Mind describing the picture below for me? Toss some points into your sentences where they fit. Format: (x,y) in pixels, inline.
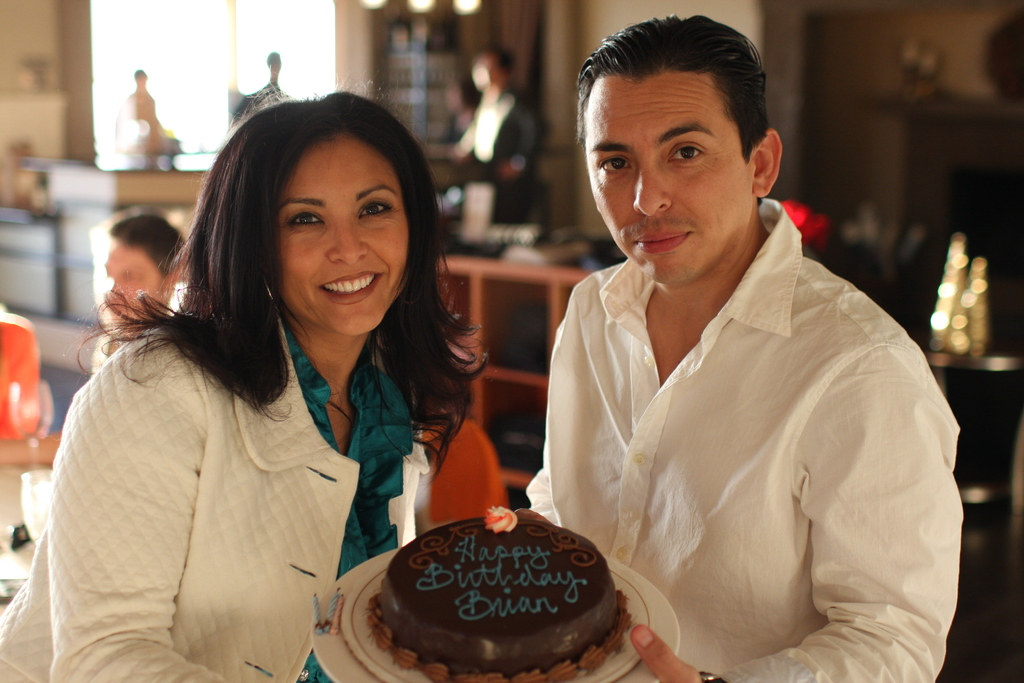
In this image I see a man (711,362) who is wearing white shirt (730,480) and I see a woman (370,335) who is wearing white and blue top (363,516) and I see that both of them are holding a plate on which there is a cake (451,580) which is of dark brown in color and I see 3 words (478,580) written on it and I see that this woman (341,222) is smiling. In the background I see few people (501,166) and I see that it is blurred in the background (869,176).
